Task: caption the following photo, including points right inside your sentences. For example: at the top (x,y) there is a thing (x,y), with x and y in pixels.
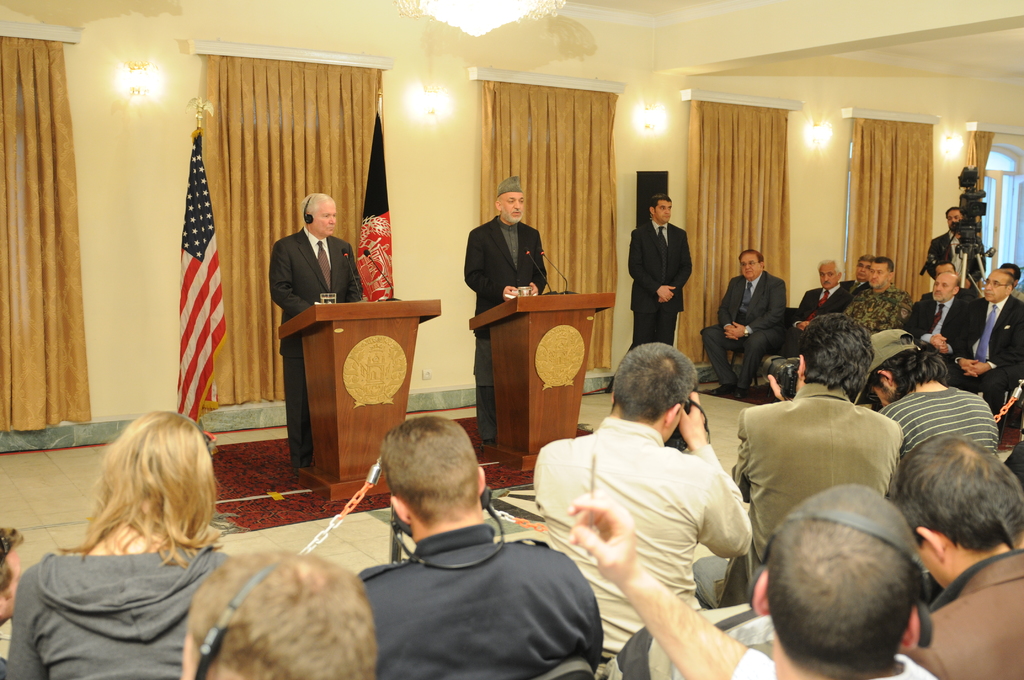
In this picture there is a man (301,239) who is standing near to the speech desk (334,306). He is wearing headphones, suit (305,293) and shoe (293,469). Beside him we can see another man (515,221) who is wearing cap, blazer (501,299), shirt (514,253) and shoe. He is standing near to the desk (530,305). On the desk (551,305) we can see water glass (323,295) and mic (564,292). Backside of them we can see flags (372,194). On the bottom (17,557) we can see group of persons (987,581) are sitting on the chair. Here we can see some peoples (655,410) holding camera (794,364). On the right (956,226) there is a cameraman (945,236) who is standing near to the camera (966,235). Here we can see security man (690,270) who is wearing black dress (690,270), standing near to the window (608,233) and lights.
